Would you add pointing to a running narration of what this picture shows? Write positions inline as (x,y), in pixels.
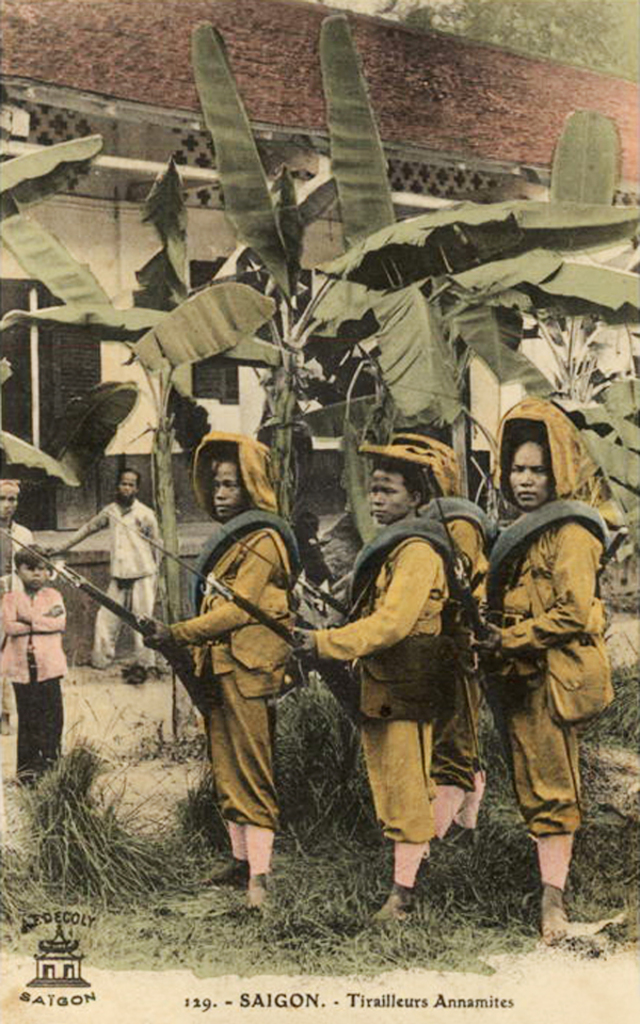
In this image I see 4 men (264,756) who are wearing same dress (552,629) and they're holding a thing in their hands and I see the grass (345,867) over here. In the background (579,232) I see the trees (165,487) and a house (50,412) over here and I see few people (32,534) over here and I see the watermark (70,948) over here.
